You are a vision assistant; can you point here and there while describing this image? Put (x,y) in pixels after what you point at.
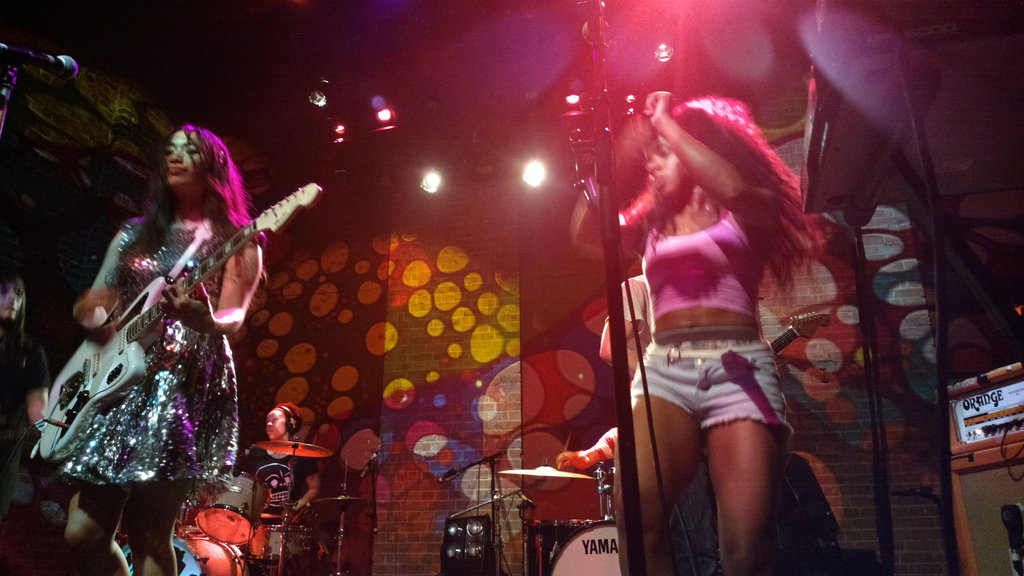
There are two women (147,429) standing. One woman (206,350) is playing guitar (135,356) and the other one is dancing. I can see person (641,318) standing behind the women (678,281). Here is another person (281,499) sitting and playing drums (302,525). This looks like speakers (460,524). This is the mike (71,62). This is the mike stand (622,367). At the right side (862,148) I can see the object (923,151). Here is another person (566,464) sitting and playing drums (546,471). These are the show lights (375,129) at the top (391,113).
